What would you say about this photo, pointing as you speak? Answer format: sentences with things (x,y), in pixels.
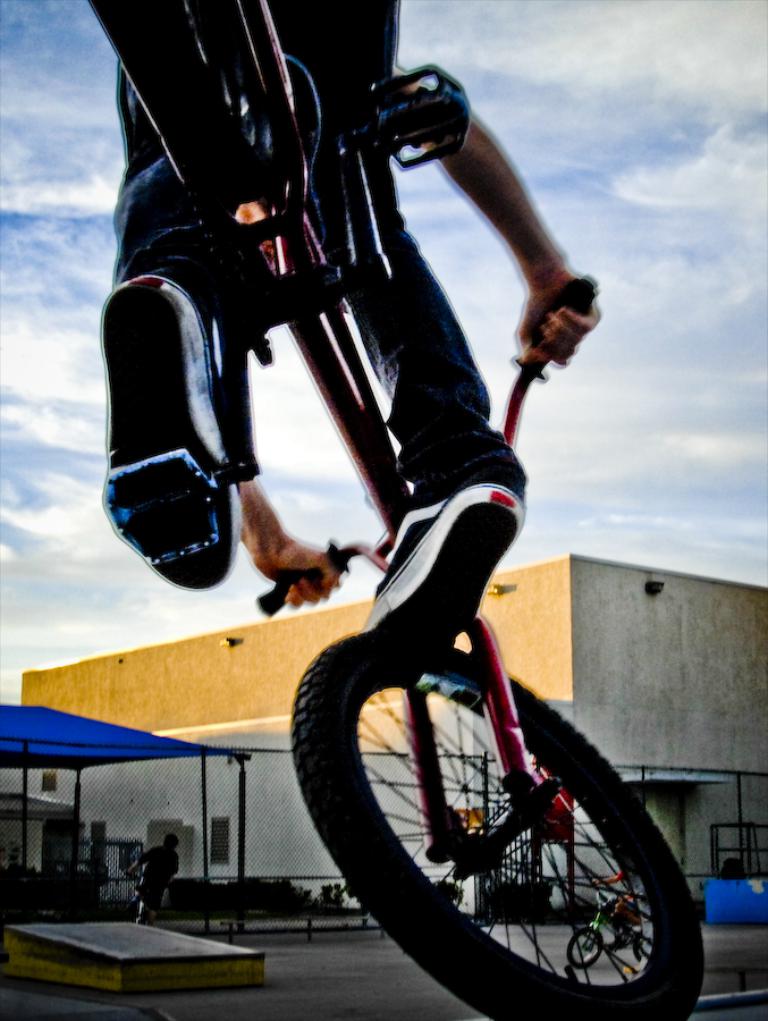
In this image I can see a person (382,616) is riding the bicycle (499,707). On the left side (10,719) there is a blue color tent (30,754), in the middle (307,650) it looks like a building (578,681). At the top (679,213) it is the sky (631,189).
